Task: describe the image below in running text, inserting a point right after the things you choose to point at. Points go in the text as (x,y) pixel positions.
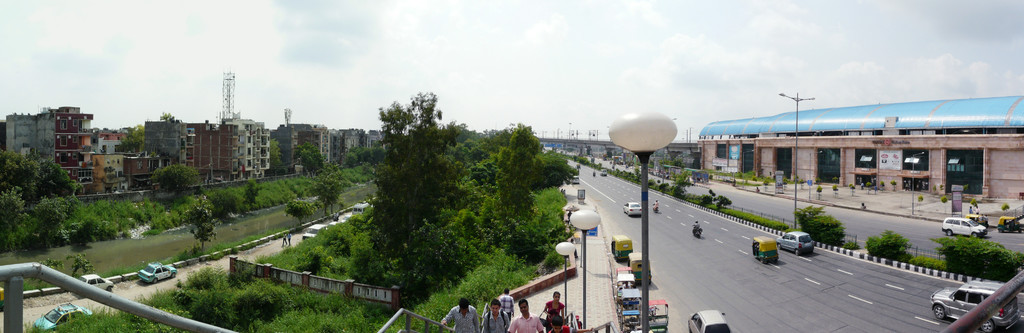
In this image, we can see so many buildings (968,160), trees (549,155), plants (1004,263), poles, lights (911,158) and few people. Here there are few vehicles (623,319) on the road (740,246). Top of the image (690,99), we can see the sky (569,60).
